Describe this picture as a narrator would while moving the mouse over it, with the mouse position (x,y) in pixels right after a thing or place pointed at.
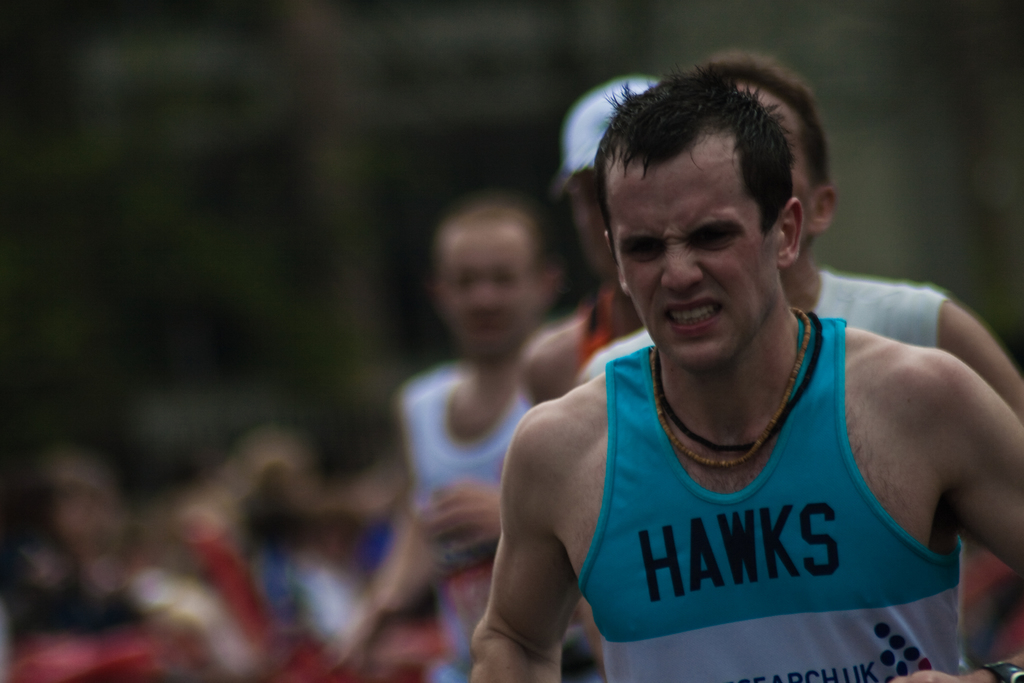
To the right side of the image (823,219) we can see four persons (576,577) running One person (737,213) is wearing a blue t shirt (853,560) and in the background (356,500) we can see group of people (231,513).
